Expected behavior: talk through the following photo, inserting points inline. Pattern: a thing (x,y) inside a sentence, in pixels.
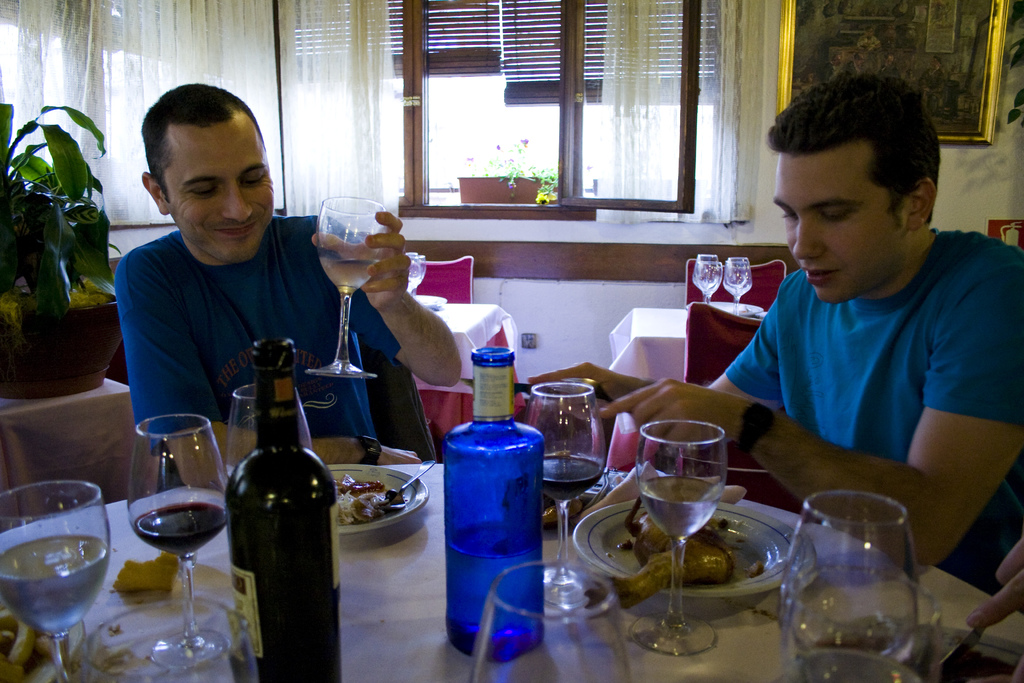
In this picture we can see two persons (999,494) are sitting on the chairs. This is table (407,637). On the table (416,552) there are glasses (690,636), plates (1003,649), and bottles (483,460). On the background (579,139) there is a window (474,118) and this is curtain (309,93). And there is a plant (2,159). Here we can see a frame (951,139) on the wall (966,187).
